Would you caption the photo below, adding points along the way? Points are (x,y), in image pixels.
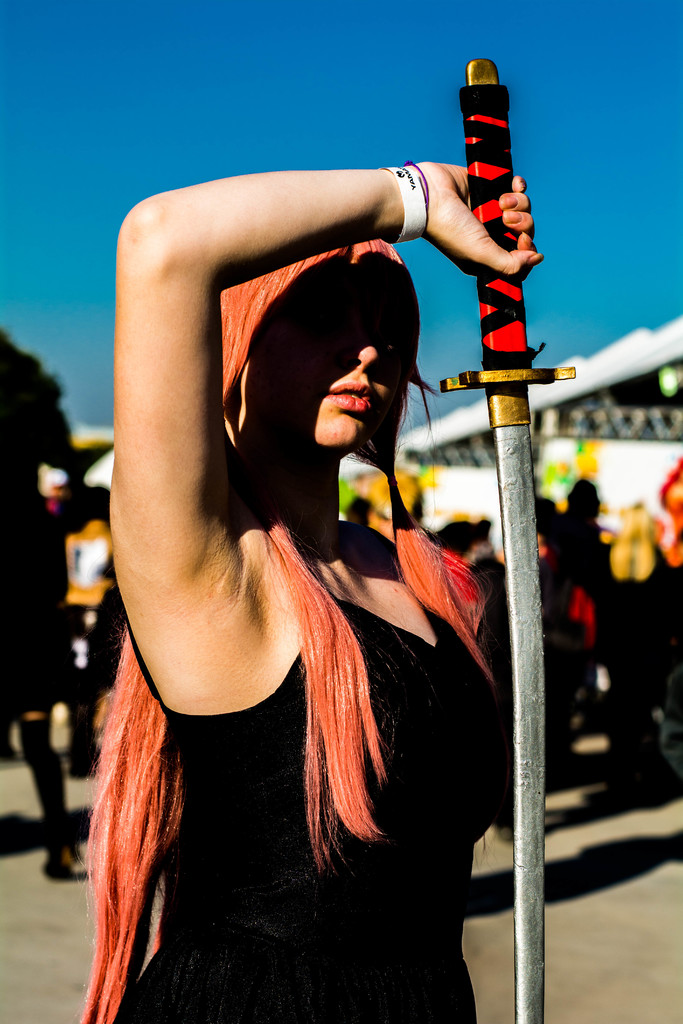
There is a woman (323,774) wearing black dress (385,820) is holding a sword (528,608) in her hand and there are few other people (575,537) behind her.
